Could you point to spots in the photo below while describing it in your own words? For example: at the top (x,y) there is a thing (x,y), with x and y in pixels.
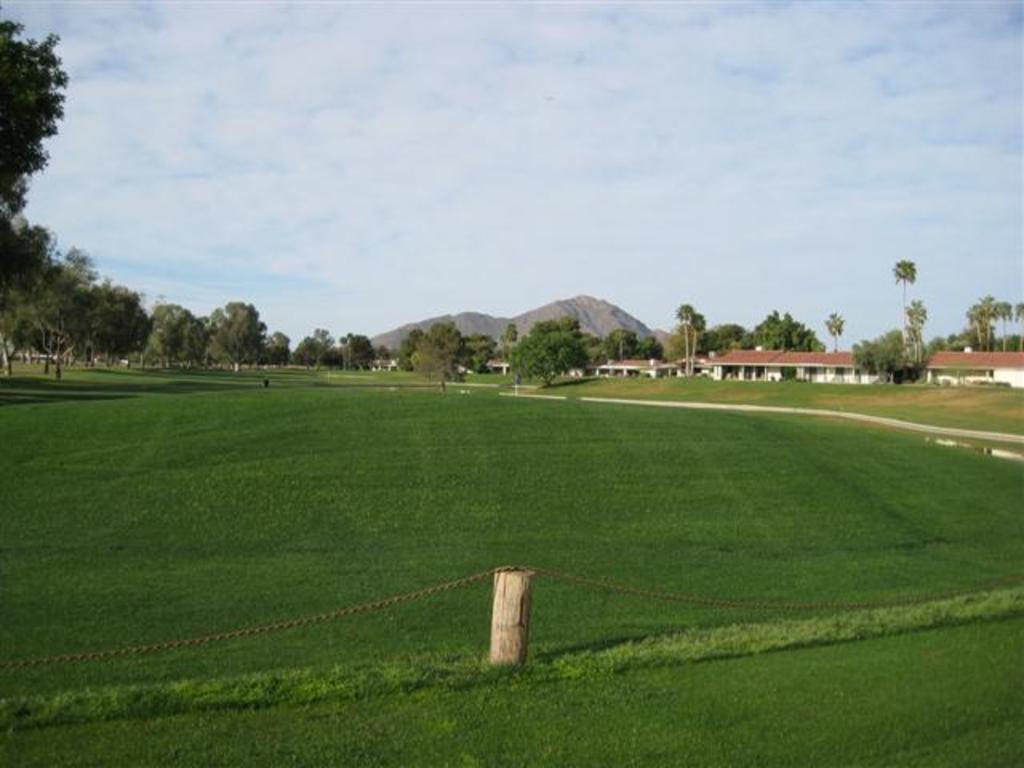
In this picture we can see grass (582,501) at the bottom (624,530), in the background (950,370) we can see houses (726,370), trees (425,361) and a hill (587,322), there is the sky (501,146) and clouds (501,101) at the top of the picture (467,101), there is wood (519,625) in the front (510,638).
